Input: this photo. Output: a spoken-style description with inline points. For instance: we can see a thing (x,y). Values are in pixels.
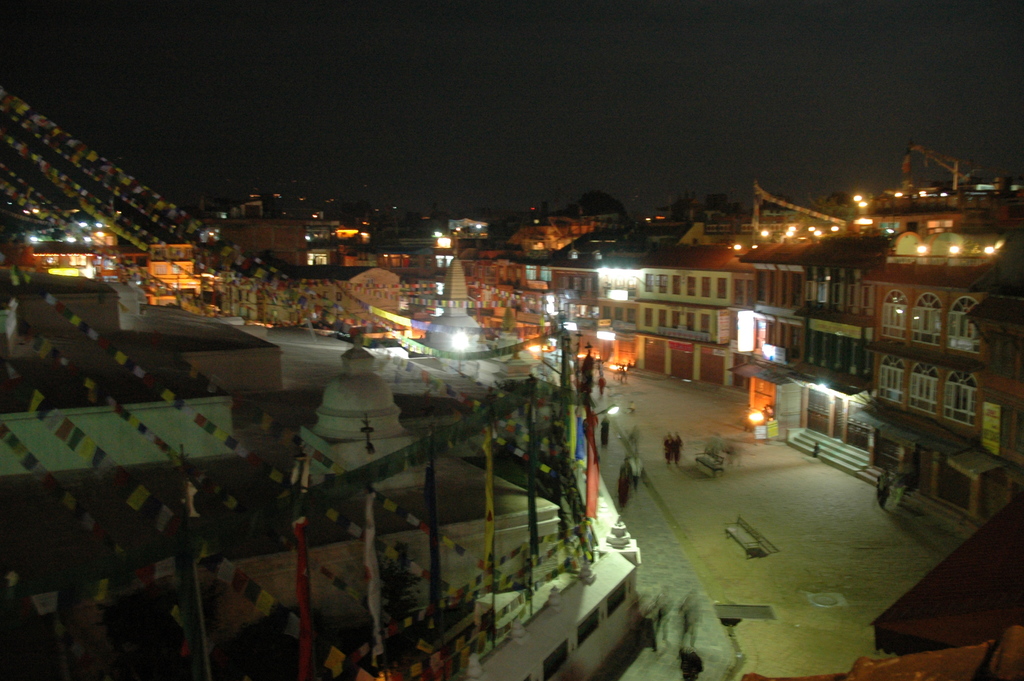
On the left side of the picture (216,376) there is a temple (310,444). At the top of the temple (168,342) there are ribbons (534,450) tied along the walls (441,409). In the center of the picture (500,275) there are buildings (542,239), light (349,235) and other objects (615,536). In the center of the picture (669,436) there are people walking down the road (716,486), on the road (749,487) there are benches (740,539). In the background (836,198) there are trees (841,200) and cranes (756,204).
